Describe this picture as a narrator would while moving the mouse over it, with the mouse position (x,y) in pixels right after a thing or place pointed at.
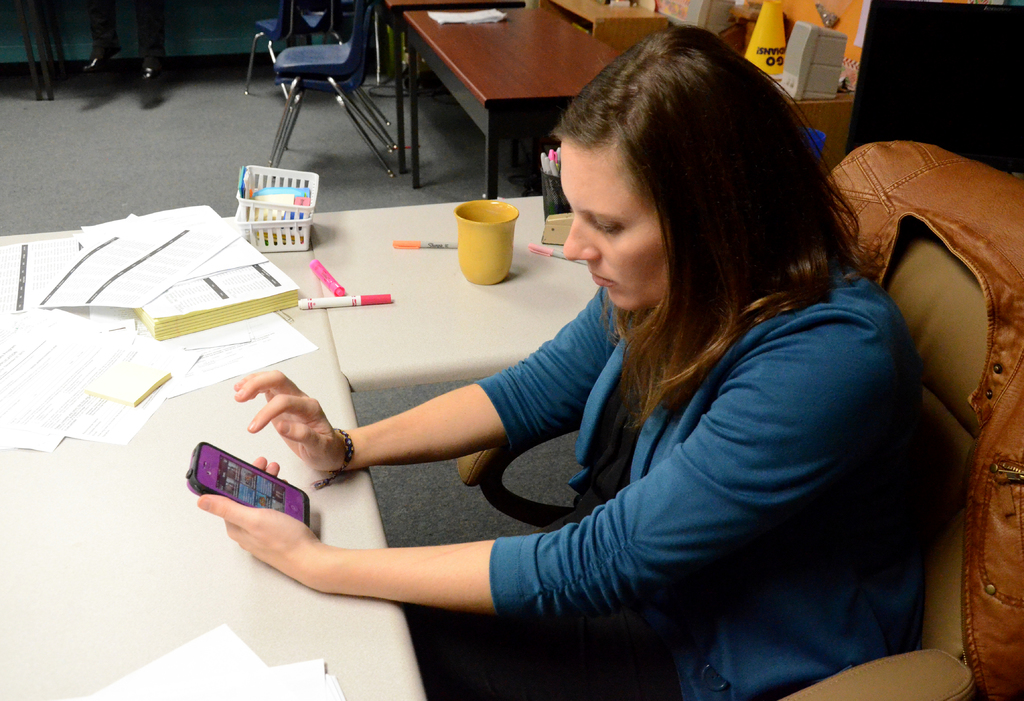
In the picture we can see a woman (495,422) sitting on the chair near the desk (283,581) and holding a mobile phone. On the desk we can find a cup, pens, papers (230,634), aside to that desk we can see some tables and chairs (288,132).
